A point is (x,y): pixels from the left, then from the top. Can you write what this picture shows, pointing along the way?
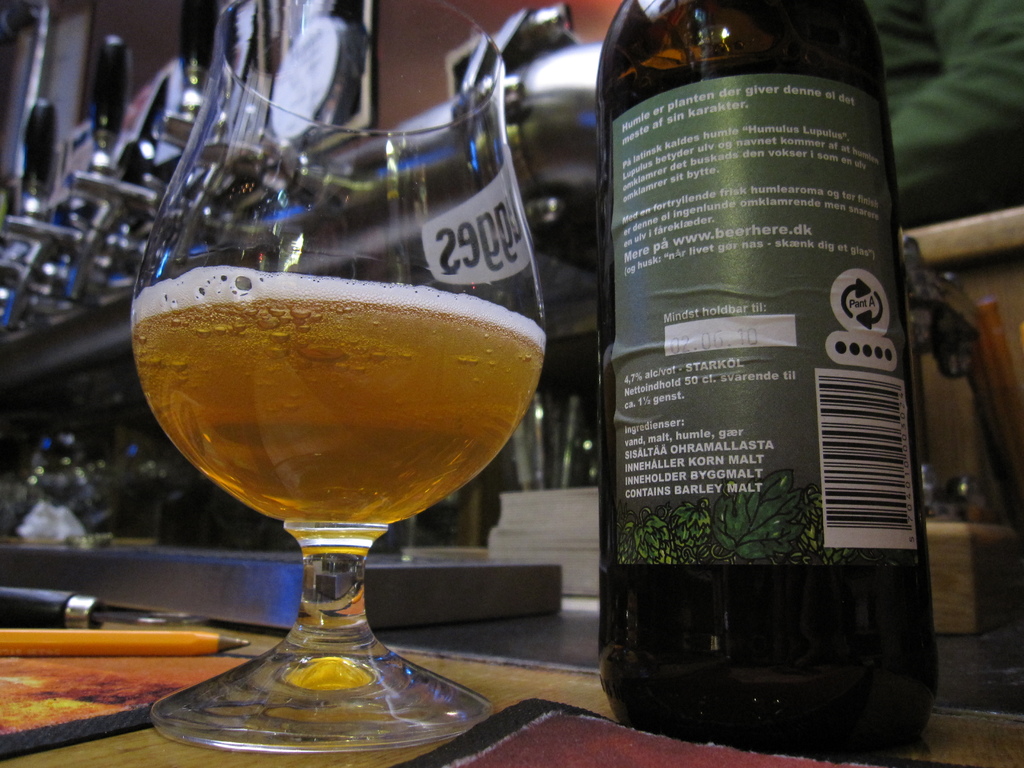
In this picture we can see bottle (718,219) with sticker (675,295) to it and a glass (410,249) with drink (370,480) in it this are on table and we can see pencil (100,647), pen (26,589) on same table (512,693).
